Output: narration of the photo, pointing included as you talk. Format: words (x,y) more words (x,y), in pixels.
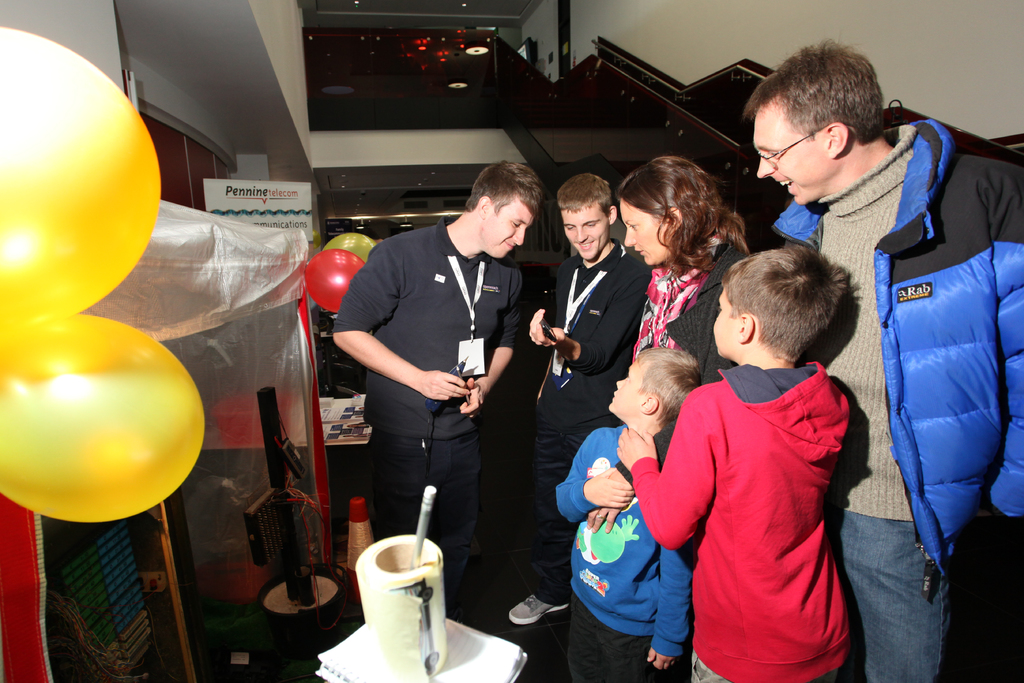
In this image I can see two children (713,437), three men (875,201) and a woman (691,298). I can also see smile on few faces (823,158) and on the left side of this image (211,207) I can see few balloons (40,77), a board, an equipment (169,654), a bottle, a white colour thing (386,594) and on the board (296,184) I can see something is written. In the background (449,81) I can see few lights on the ceiling (258,35). I can also see colour of these balloons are yellow and red.
